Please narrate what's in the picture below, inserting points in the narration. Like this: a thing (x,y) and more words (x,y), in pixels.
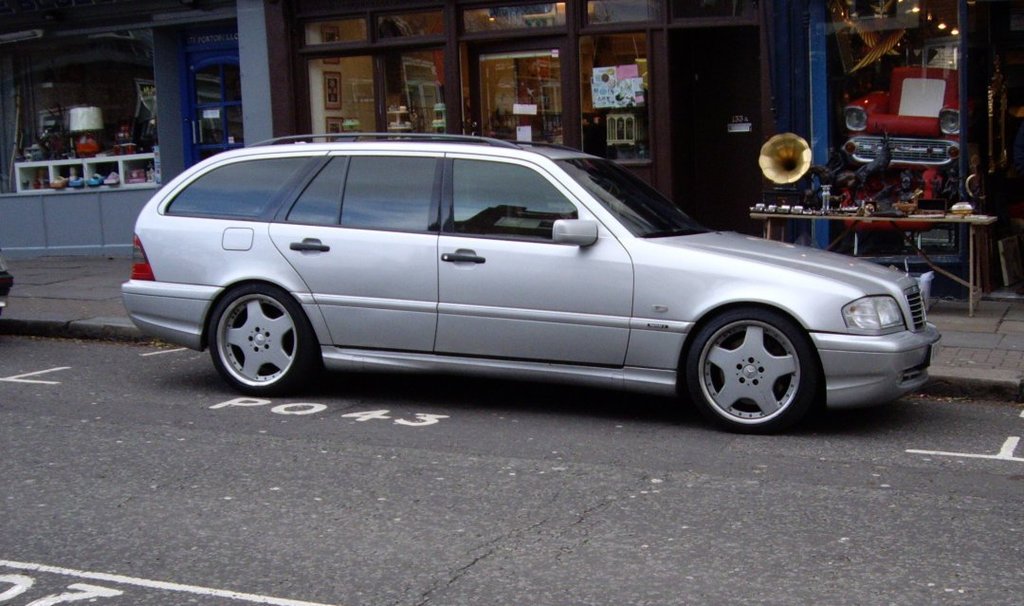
At the bottom (337,531), we see the road (279,513). In the middle (480,202), we see a car (540,378) parked on the road (454,509). On the right side (861,218), we see a table (799,218) on which the statues (911,184) and the musical instruments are placed. Behind that, we see a building (650,73) in brown color. We see the posters (613,95) pasted on the glass doors (489,99). We see a wall (351,98) on which the photo frames (335,90) are placed. On the left side (133,77), we see a building (87,206) in grey color. We see a lamp (97,118) and some other objects (110,178).
